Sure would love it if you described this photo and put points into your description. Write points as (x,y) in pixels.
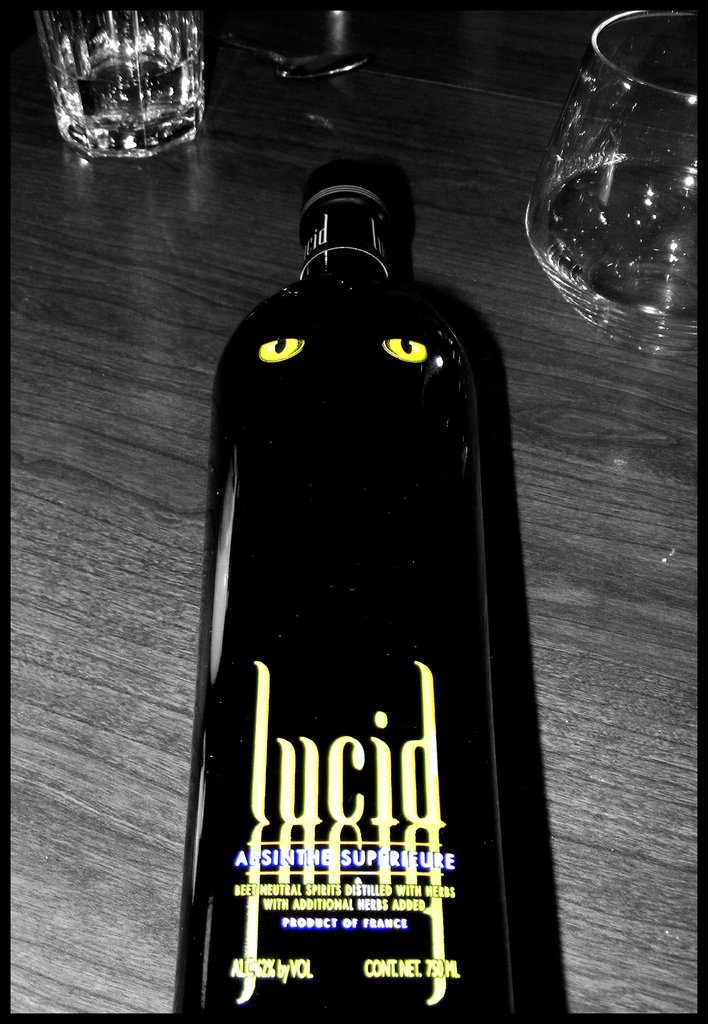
In the foreground of this image (369,718), there is a bottle (369,718) on the wooden surface (107,542). At the top (108,59), there are glasses (192,34).
